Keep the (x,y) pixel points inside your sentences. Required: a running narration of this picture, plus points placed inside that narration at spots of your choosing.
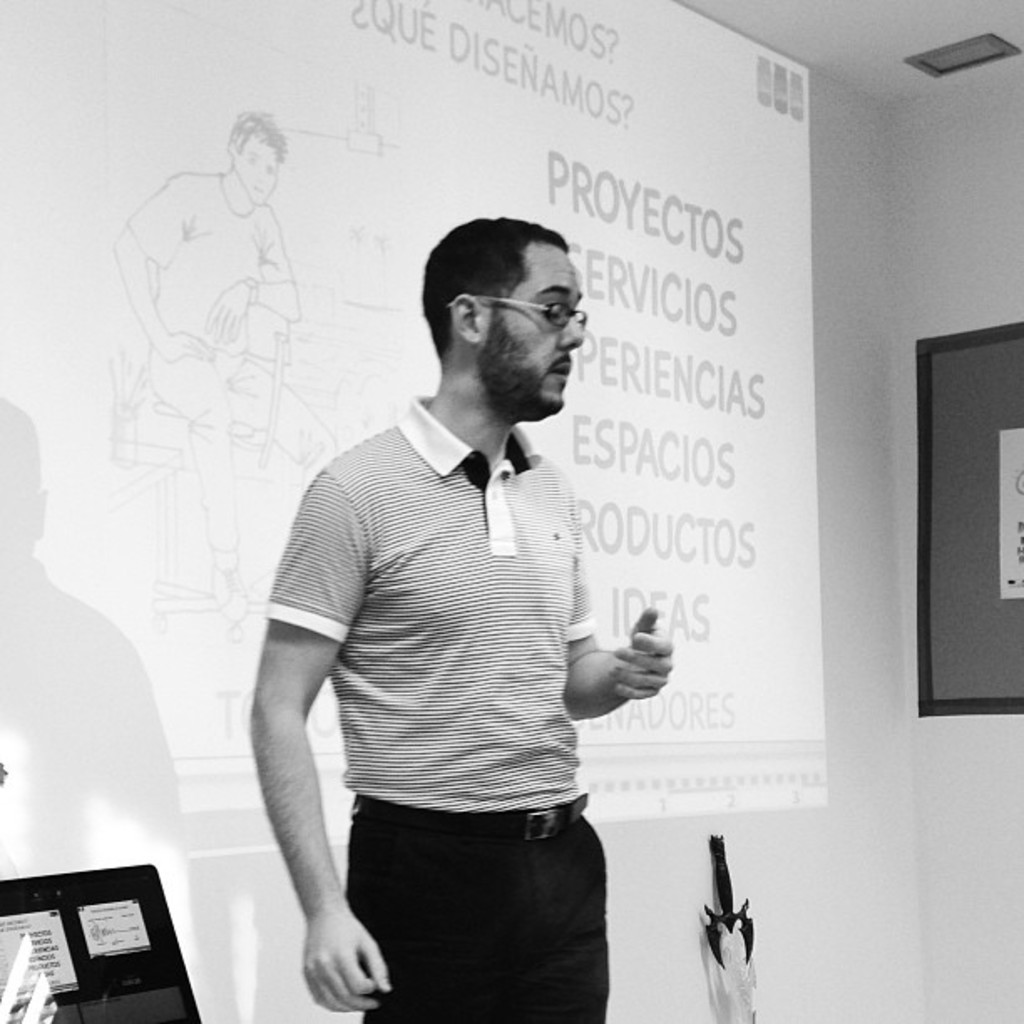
On the left side (333,513), there is a person (501,689) in a t-shirt (465,454) wearing a spectacle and standing. Beside him, there are some objects (152,930). In the background (241,374), there is a screen (723,181), a sword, there is a light (958,58) attached to a roof (966,10) and there is a board (972,588) attached to a white wall (1001,194).
